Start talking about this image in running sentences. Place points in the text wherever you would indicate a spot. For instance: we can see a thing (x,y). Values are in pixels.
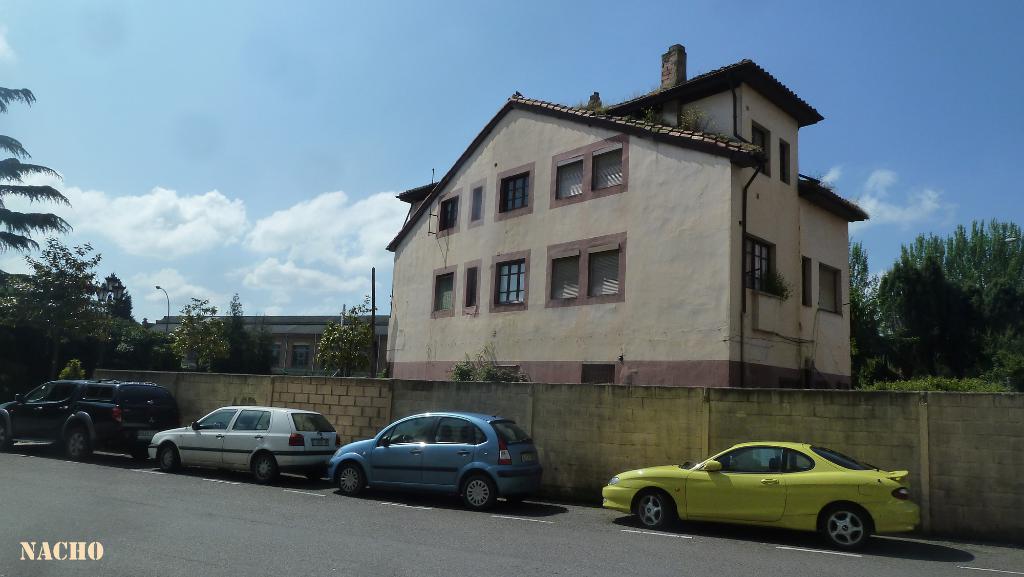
There are some cars (392,472) parked on the road (510,514) at the bottom of this image (404,454), and there is a wall (452,408) in the background (704,445). We can see there are some trees (353,337) and buildings (705,326) in the middle of this image (445,323), and there is a cloudy sky (308,186) at the top of this image (493,71).
